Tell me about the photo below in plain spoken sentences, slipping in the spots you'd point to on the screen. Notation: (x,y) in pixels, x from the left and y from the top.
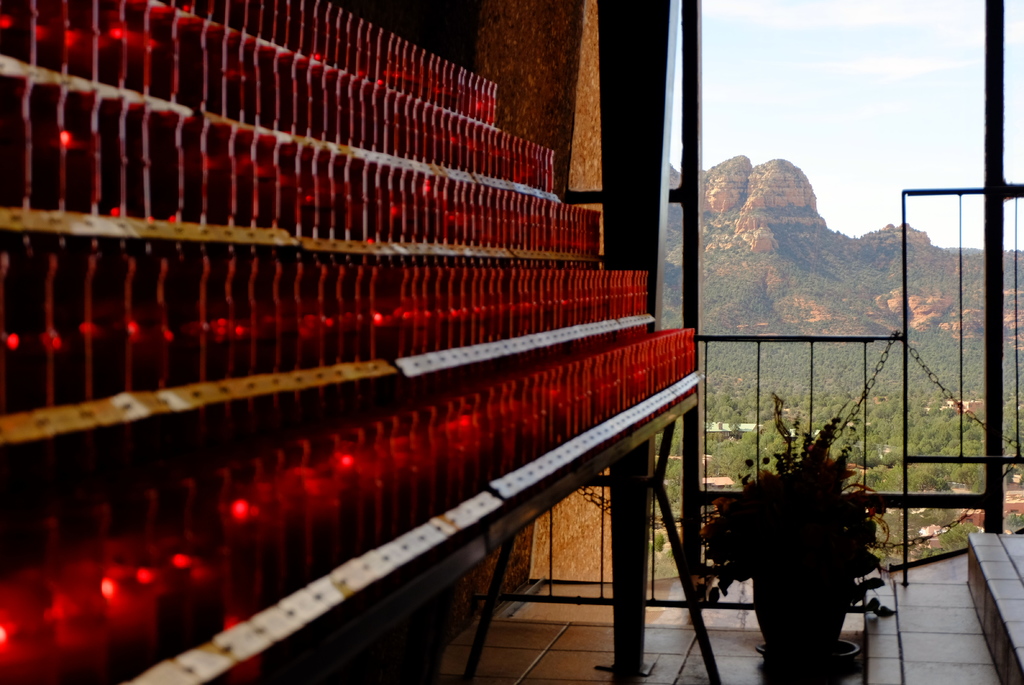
In this picture there are few objects (292,327) which are in red color are placed in rows (332,317) and there is a plant pot (799,584) beside it and there is a fence (828,412) in front of it and there is a mountain (761,281) and trees (791,327) in the background (838,282).
